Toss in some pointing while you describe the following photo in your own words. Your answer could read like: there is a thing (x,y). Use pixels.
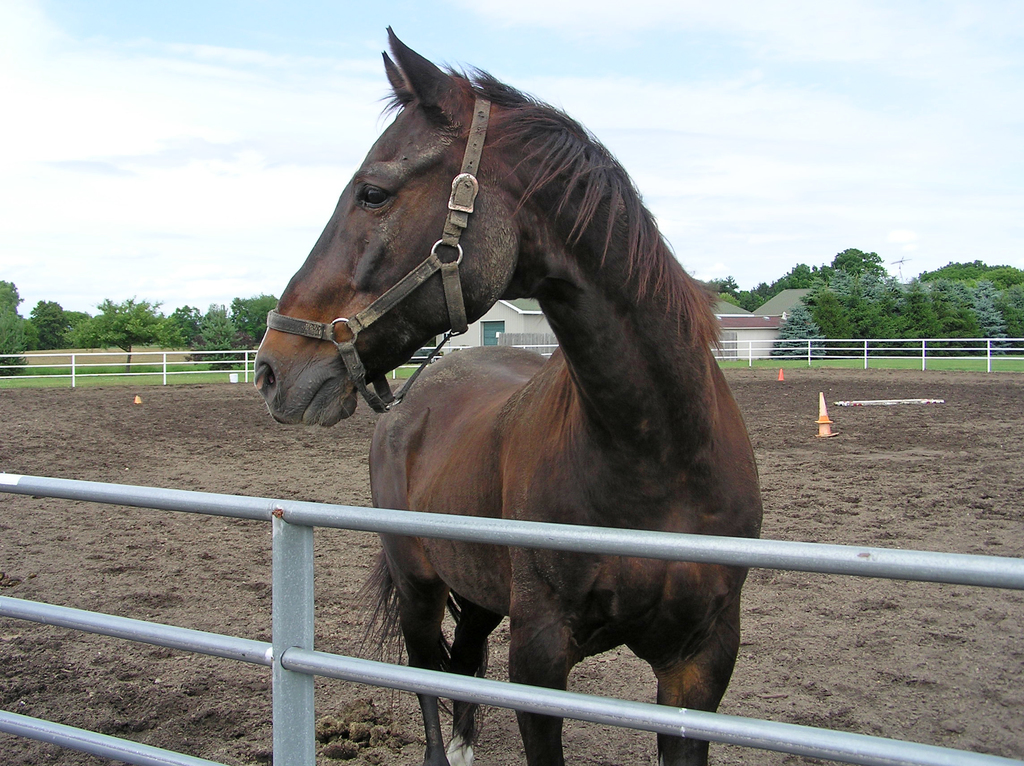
In this picture there is a horse (475,266) in the center of the image (661,494) in front of a boundary (80,499), there are houses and trees (70,318) in the background area of the image (720,294).
